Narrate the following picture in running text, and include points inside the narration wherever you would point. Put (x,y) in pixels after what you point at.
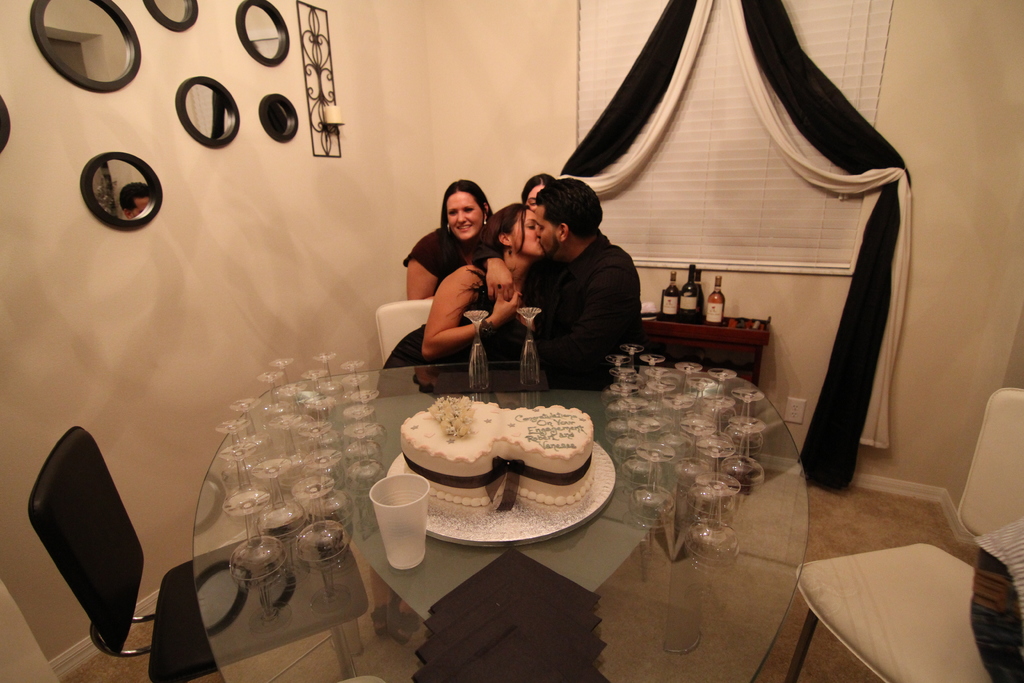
As we can see in the image there is a white color wall (360,227), mirrors (210,123), few people (557,275) sitting on chairs (383,321) and there is a table (263,680). On table (214,522) there are glasses (231,512) and cake (500,465).
